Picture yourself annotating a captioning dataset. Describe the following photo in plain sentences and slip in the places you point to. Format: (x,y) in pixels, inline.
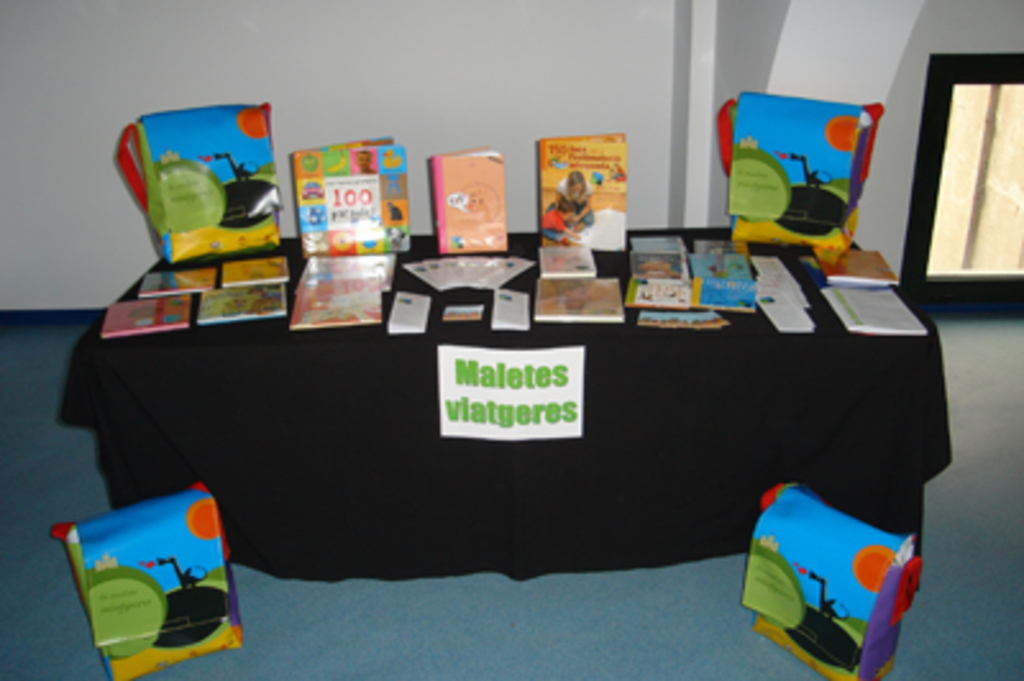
In this image we can see a platform (740,403) with black cloth (364,376). On that there are many books (639,239). Also there is a paper (520,383) with something written. Near to that there are packets (750,584). In the back (677,54) there is a wall (832,65).
